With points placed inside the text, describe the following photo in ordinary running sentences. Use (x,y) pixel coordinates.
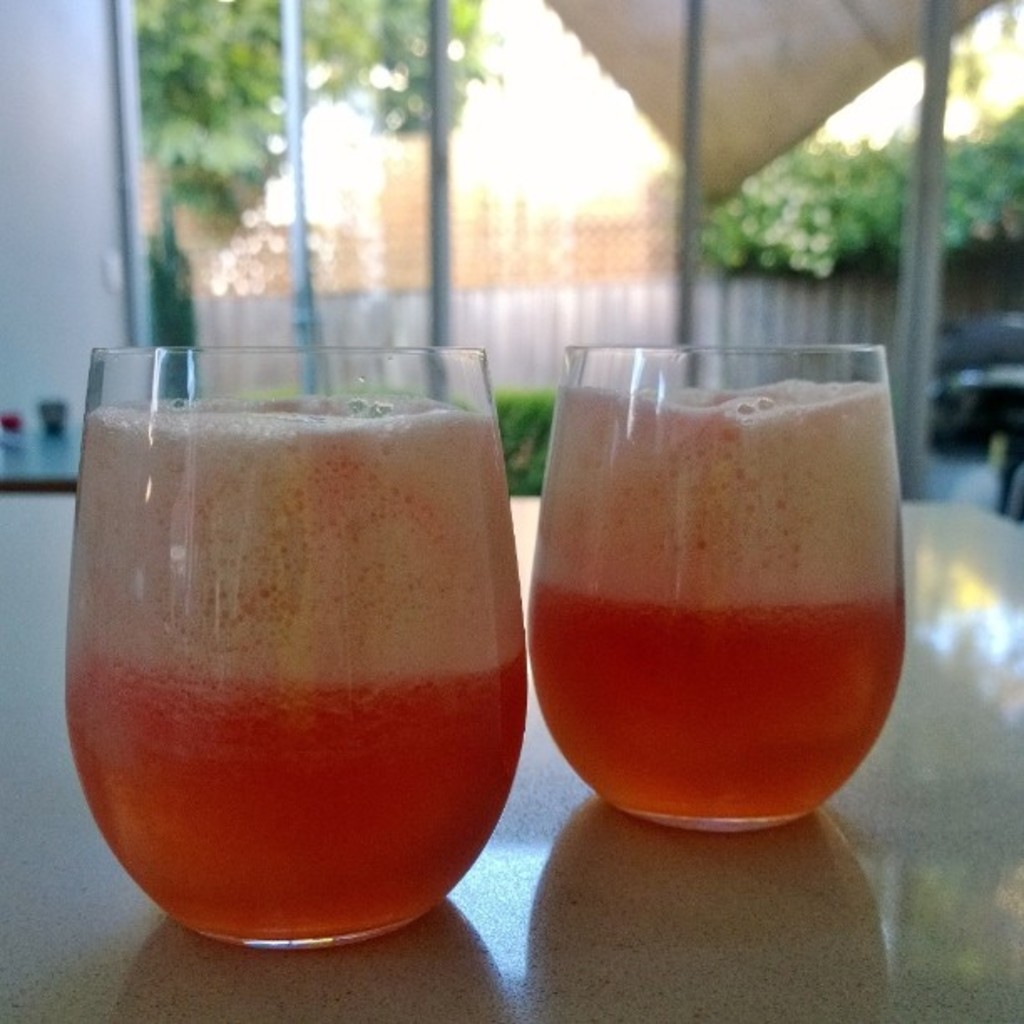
In the foreground (256,357) I can see two juice glasses (477,415) on the table (522,869). In the background (458,323) I can see plants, pillars (312,305), fence (808,323), object (971,330), trees (971,202) and the sky (362,129). This image is taken in a hotel (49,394).
